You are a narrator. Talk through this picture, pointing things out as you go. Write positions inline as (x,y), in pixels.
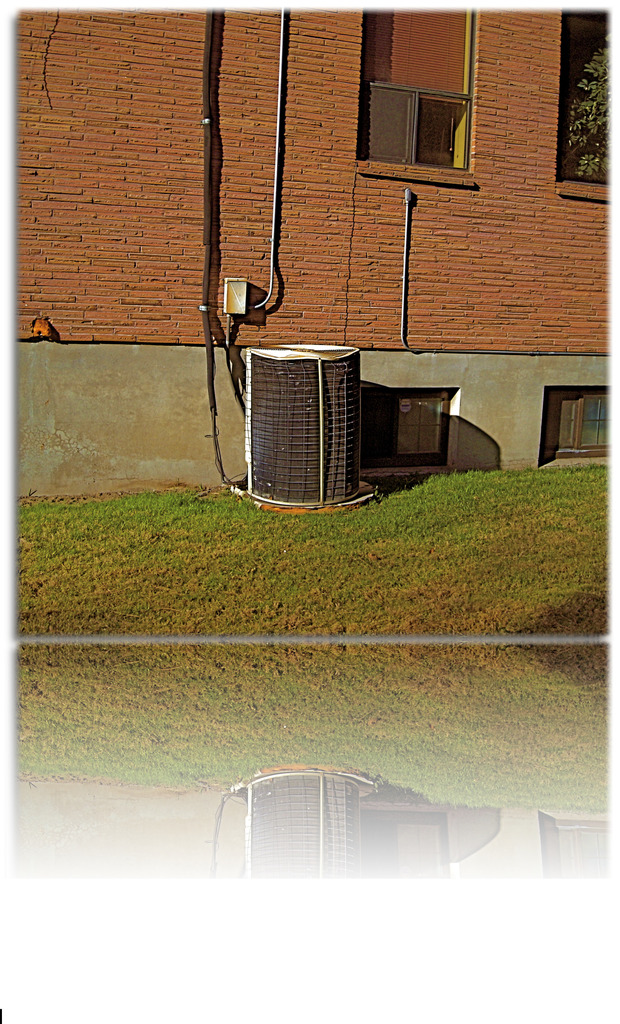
In this picture we can see the grass (293,539), windows (441,420), wall (323,263), leaves (584,88) and some objects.
